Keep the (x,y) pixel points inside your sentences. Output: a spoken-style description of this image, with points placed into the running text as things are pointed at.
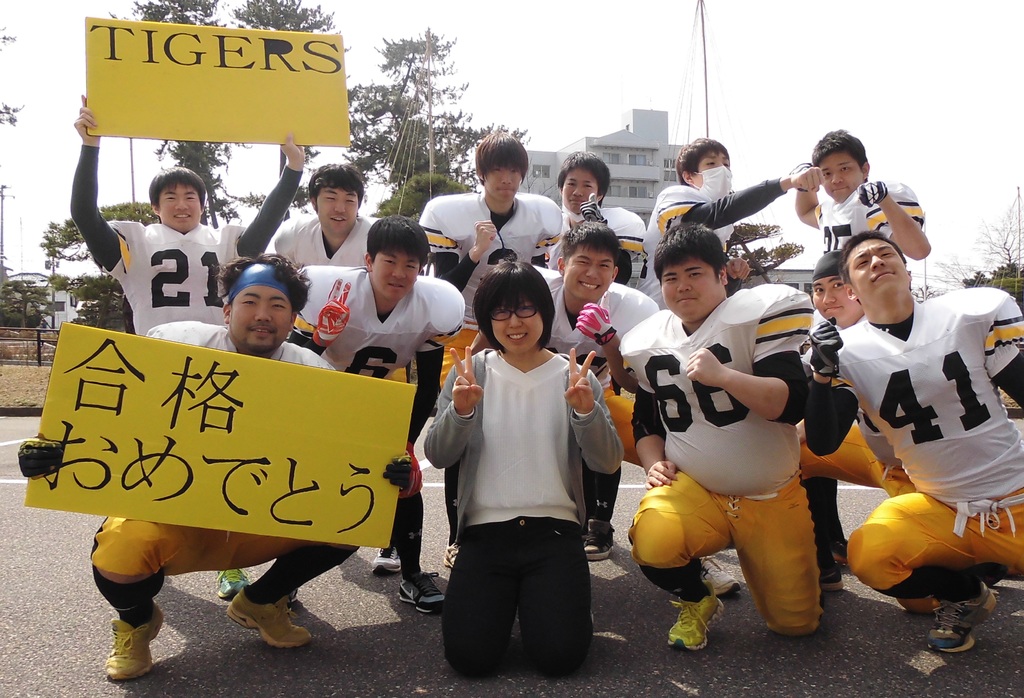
In this picture we observe players (502,161) posing for a picture among them one is holding a board (150,101) on which TIGERS is written.
